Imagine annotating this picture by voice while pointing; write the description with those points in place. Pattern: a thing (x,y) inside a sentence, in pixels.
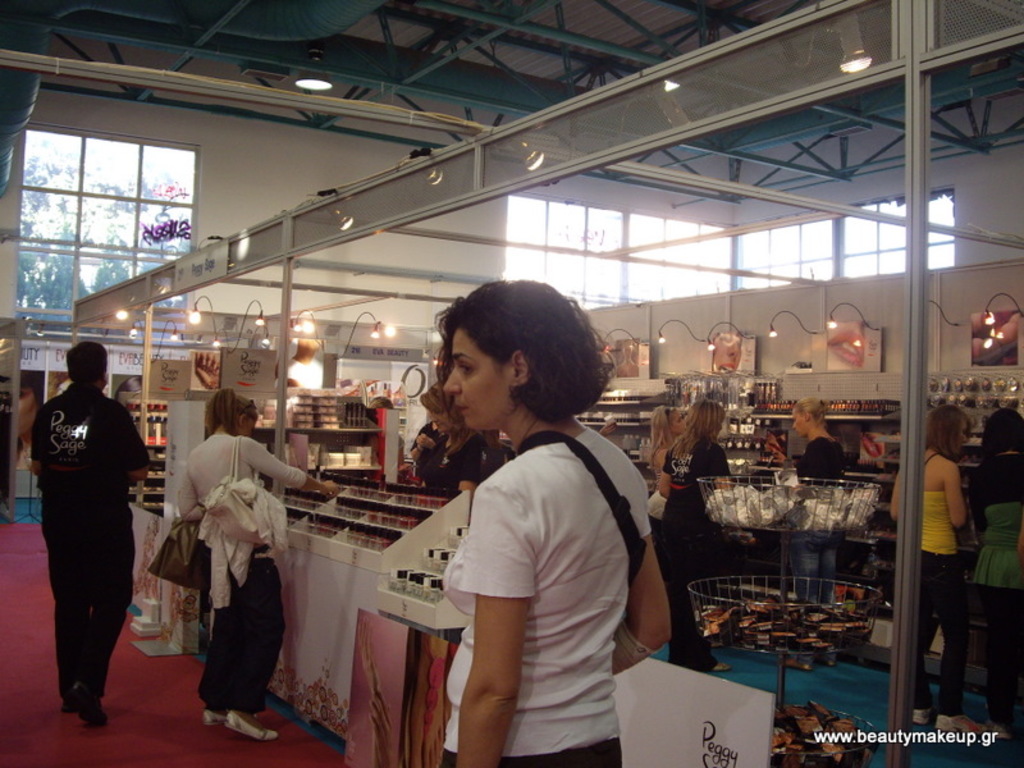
In this image I can see a person (245,668) holding bags (198,566) and wearing white and black dress (263,648). In front (359,515) we can see some-objects (364,500) on the table (376,519) and few people (72,479) are around. Back Side I can see glass window (71,205) and wall (282,187) is in white color.
